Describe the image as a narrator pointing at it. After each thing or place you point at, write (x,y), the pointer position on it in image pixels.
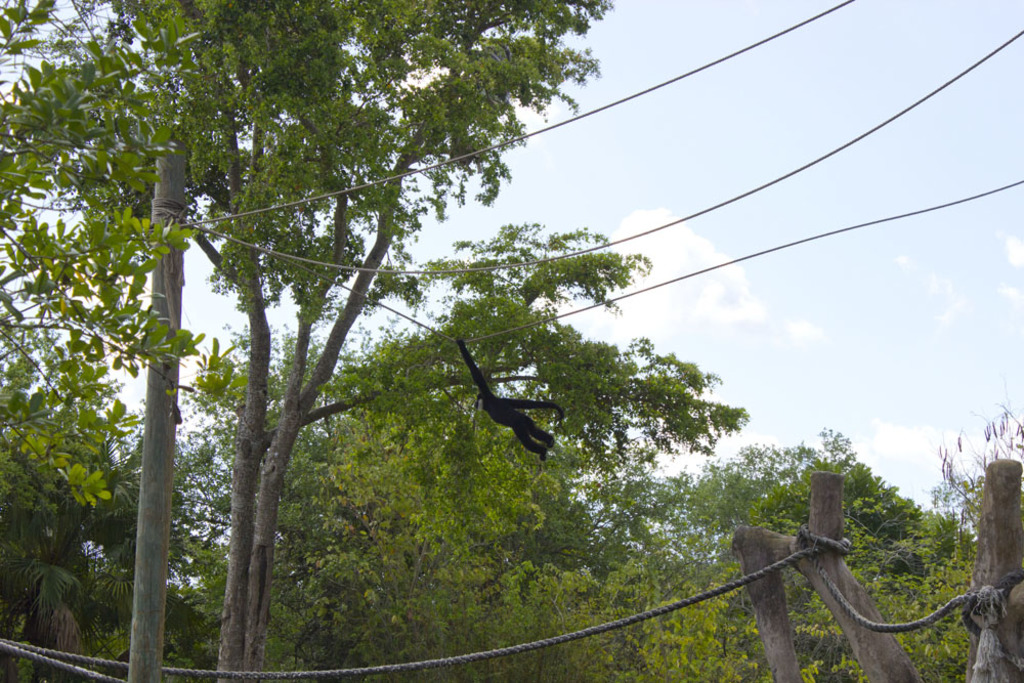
In this image, I see a monkey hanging on the rope (670,282) and in the background (878,322) there are lot of trees (28,553) and the sky (659,273).
